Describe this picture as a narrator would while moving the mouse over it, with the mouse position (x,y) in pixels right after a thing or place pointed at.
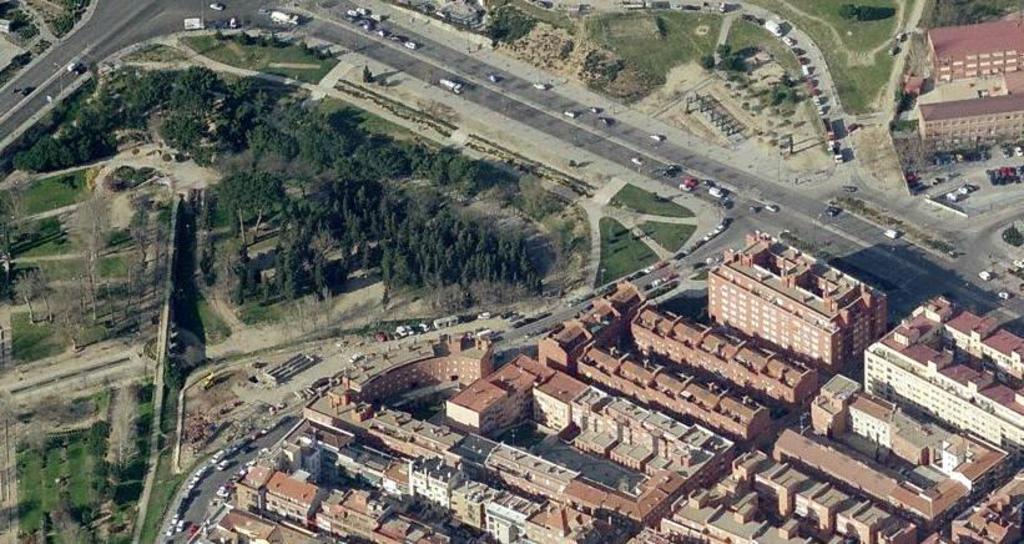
This is an aerial view, we can see some buildings (605,401), we can see roads (711,251), there are some cars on the roads (580,134), we can see trees (283,147).
